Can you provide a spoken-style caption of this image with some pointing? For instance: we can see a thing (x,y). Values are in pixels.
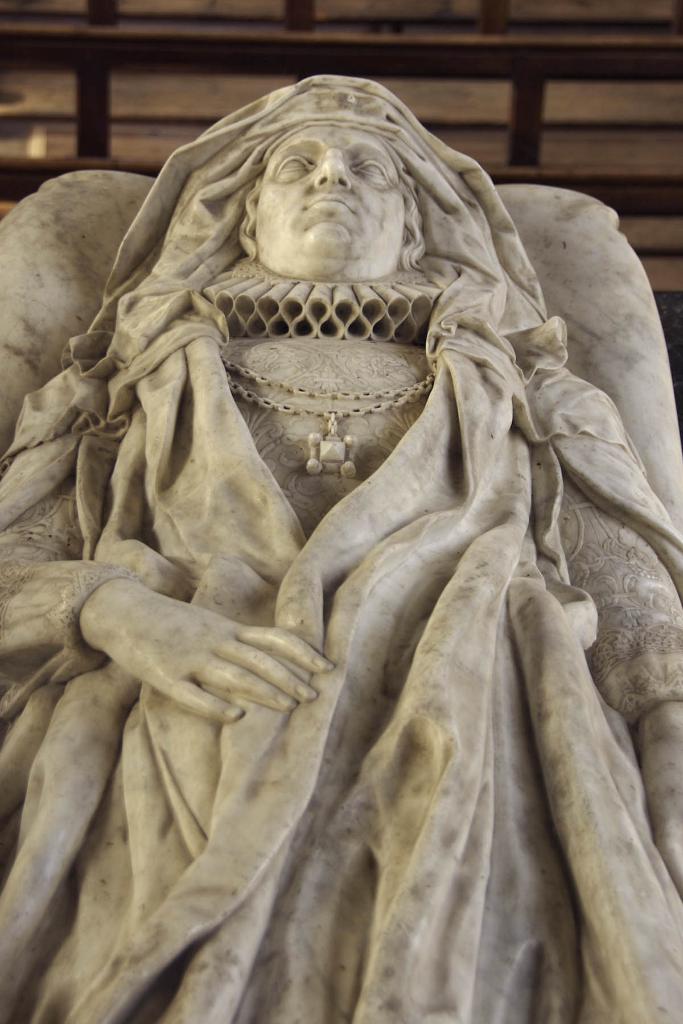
This is the sculpture (250,912) of a person (361,402), which is carved with the stone (367,750). In the background (427,67), that looks like a wooden fence (469,66).
